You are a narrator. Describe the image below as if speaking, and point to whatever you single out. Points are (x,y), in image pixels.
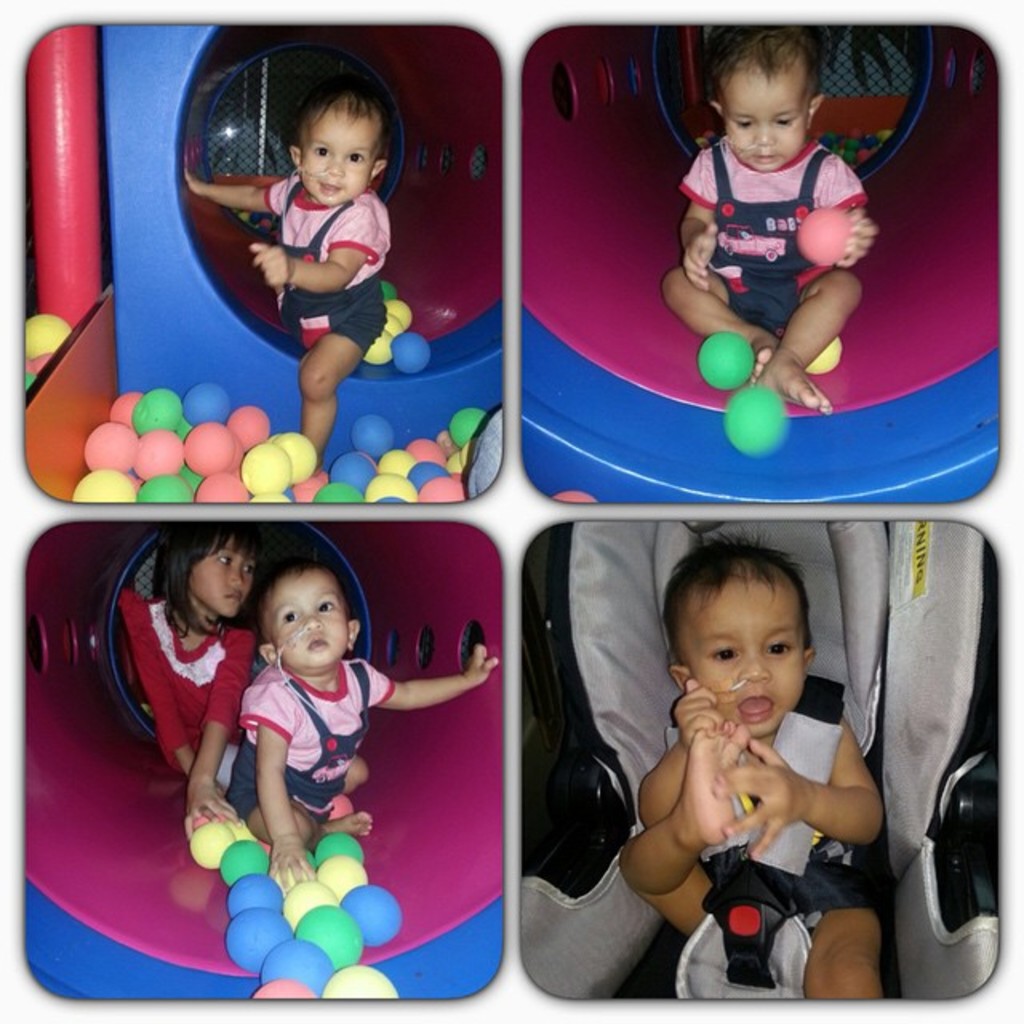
It is a collage picture. In the image, we can see a baby (310,754) is viewing in all images. Here we can see a girl (190,673) and balls (421,347). Here a baby (714,704) is sitting on a seat (634,701). Left side of the image (81,243), there is a pole (84,260). Right side of the image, we can see a baby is holding a ball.
